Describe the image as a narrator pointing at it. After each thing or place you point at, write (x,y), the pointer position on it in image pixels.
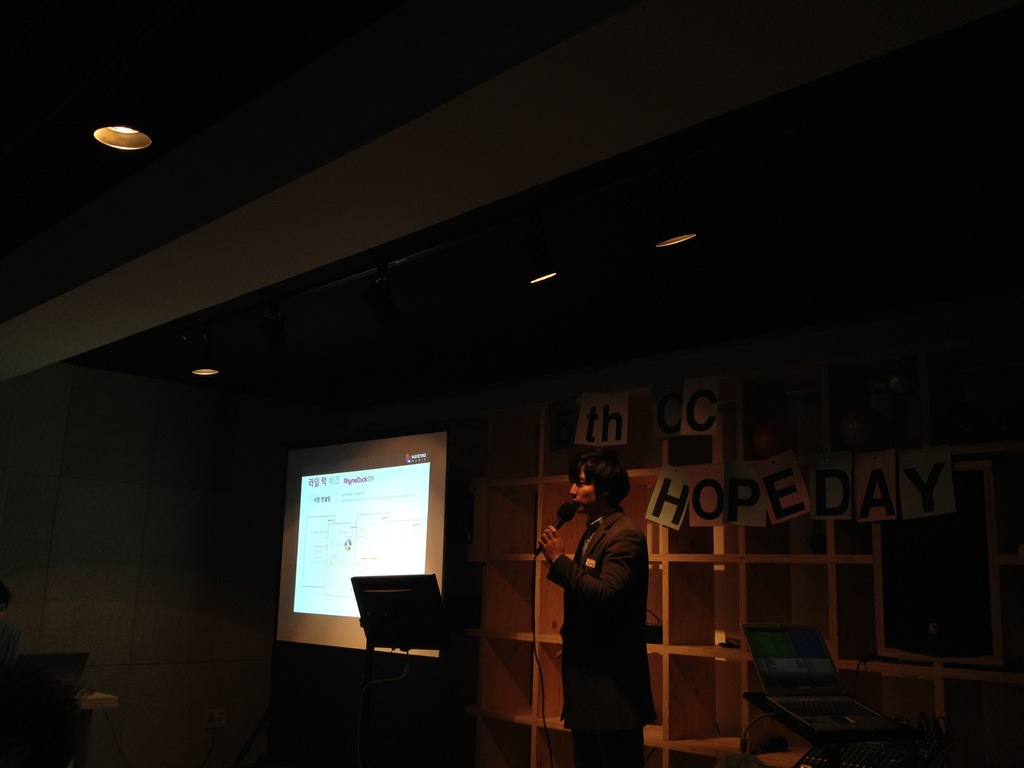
In this image, we can see a person (619,598) is holding a microphone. Background (519,747) we can see racks (692,607), screen (427,500), wall (249,496), posters (729,497) and few objects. Here we can see the lights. Here we can see laptop (769,693).
